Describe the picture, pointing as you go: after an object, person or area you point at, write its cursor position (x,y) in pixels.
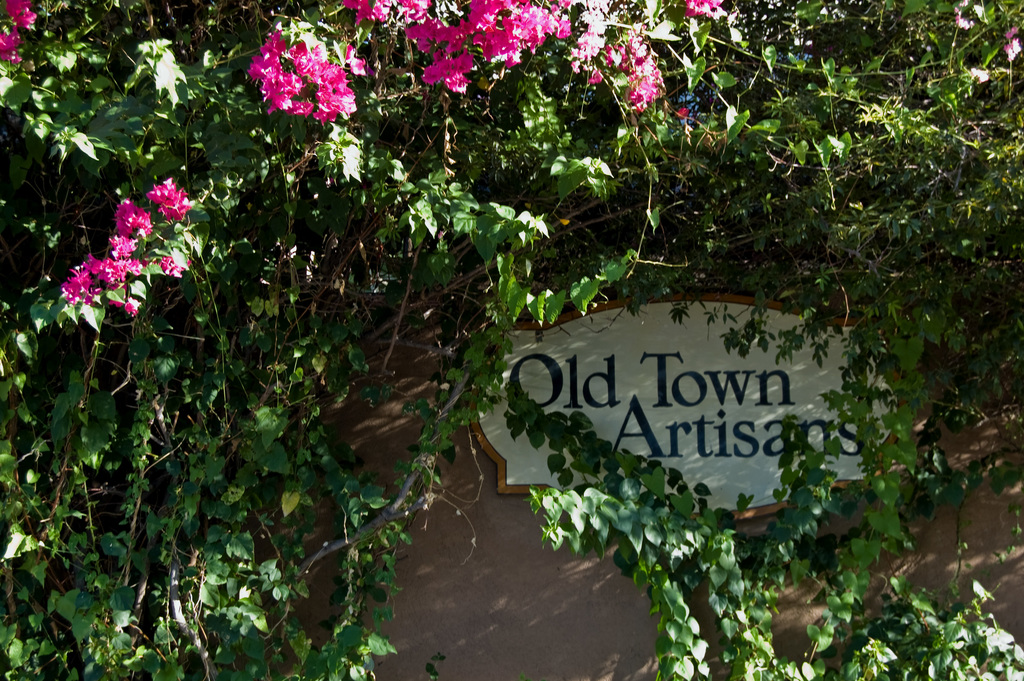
In this picture we can see few flowers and trees (632,244).
